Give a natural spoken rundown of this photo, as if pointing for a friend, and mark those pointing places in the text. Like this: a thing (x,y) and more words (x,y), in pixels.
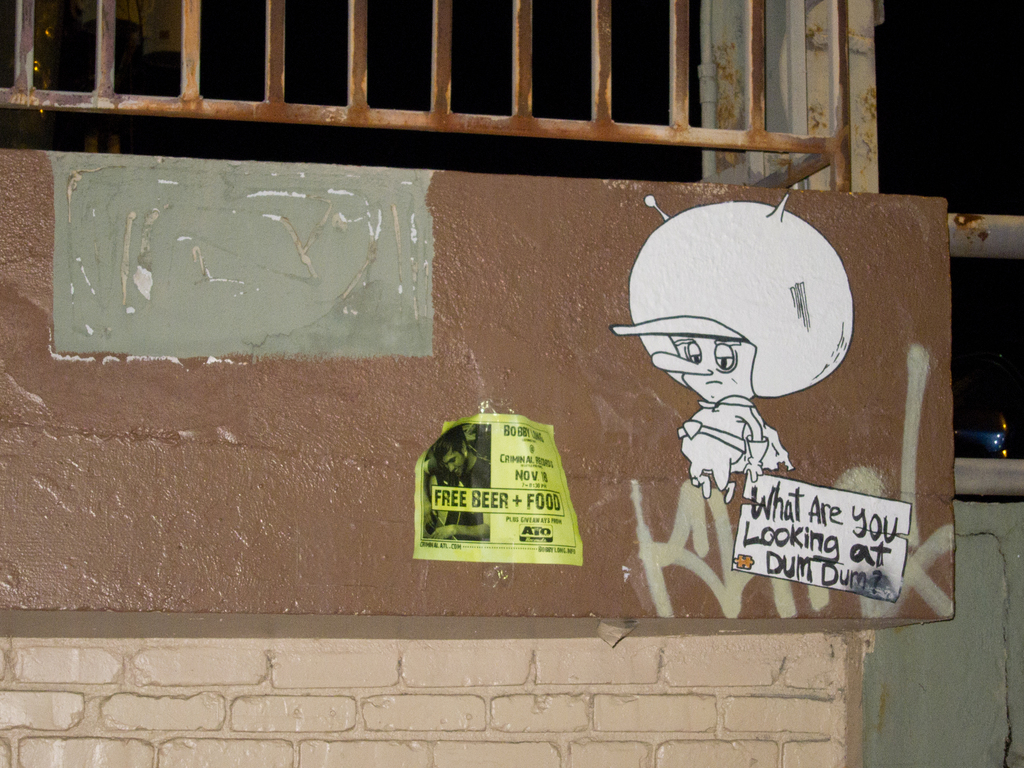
In the image there is a board (888,287) with poster (520,470) and also there is a painting of a cartoon (768,458) and something written on the board (911,560). Below the board (258,574) there is wall (866,690). Above the board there are railings (305,46) with rods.
